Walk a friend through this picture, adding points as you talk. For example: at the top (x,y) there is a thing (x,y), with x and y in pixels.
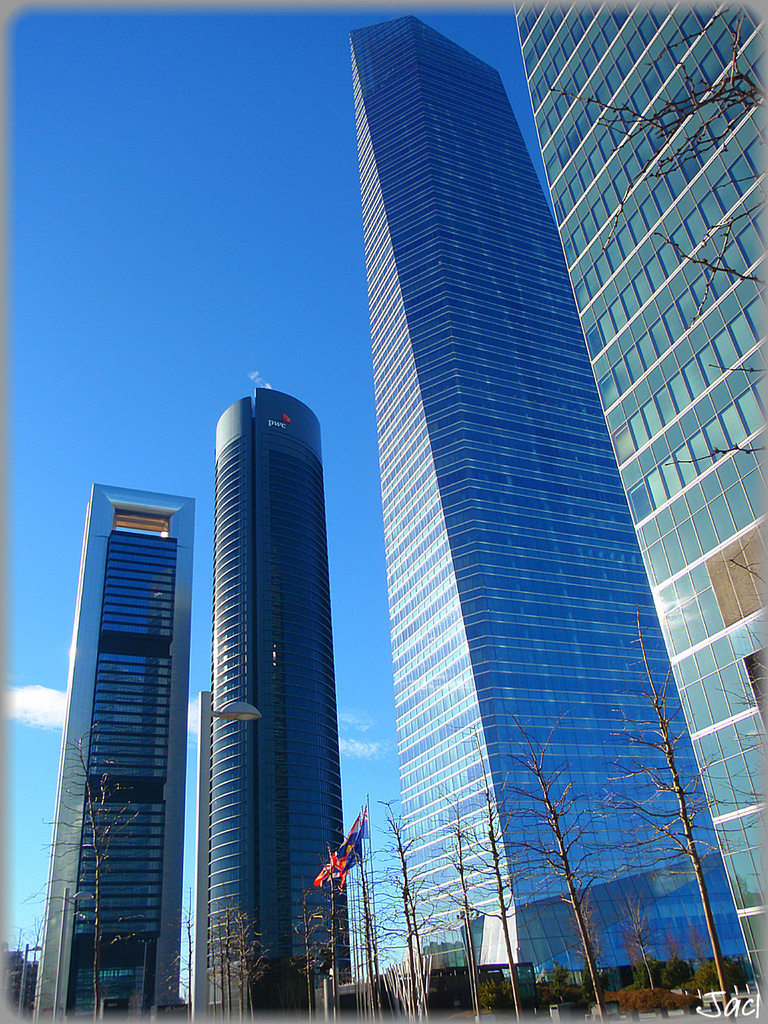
There are many buildings (546,569). Also there are trees (692,847) and a flag (319,872). In the background (138,267) there is sky (63,538) with clouds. In the right bottom corner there is a watermark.
